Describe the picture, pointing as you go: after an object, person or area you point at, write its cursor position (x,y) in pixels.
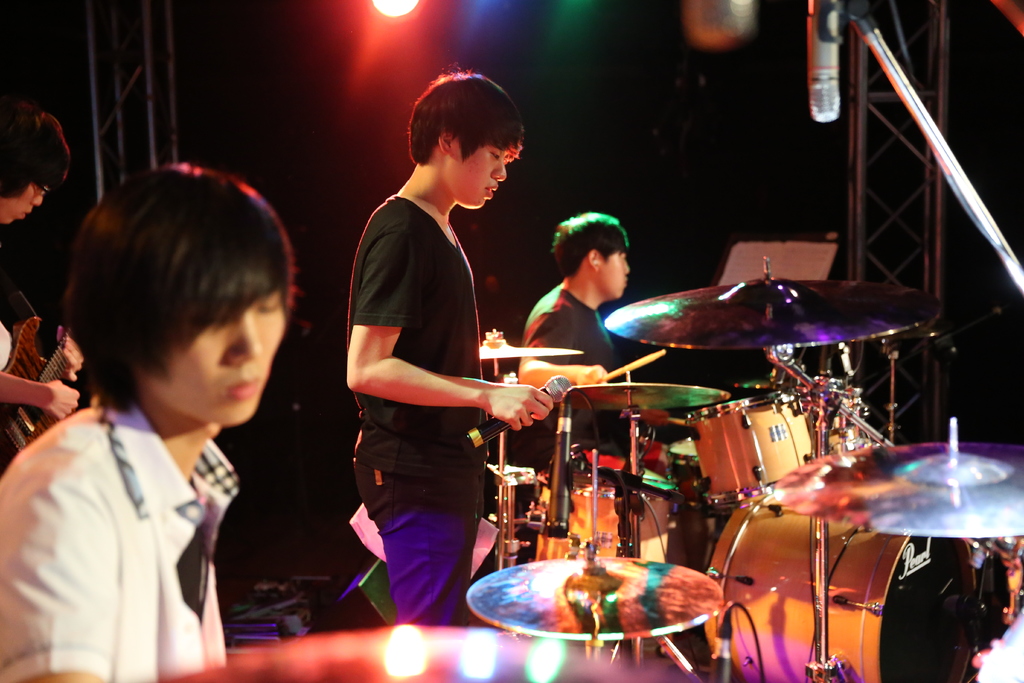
In the foreground (404,213) I can see four persons (259,303) are playing musical instruments (732,525) on the stage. In the background (87,57) I can see metal rods (150,75), focus lights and dark color. This image is taken during night on the stage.
